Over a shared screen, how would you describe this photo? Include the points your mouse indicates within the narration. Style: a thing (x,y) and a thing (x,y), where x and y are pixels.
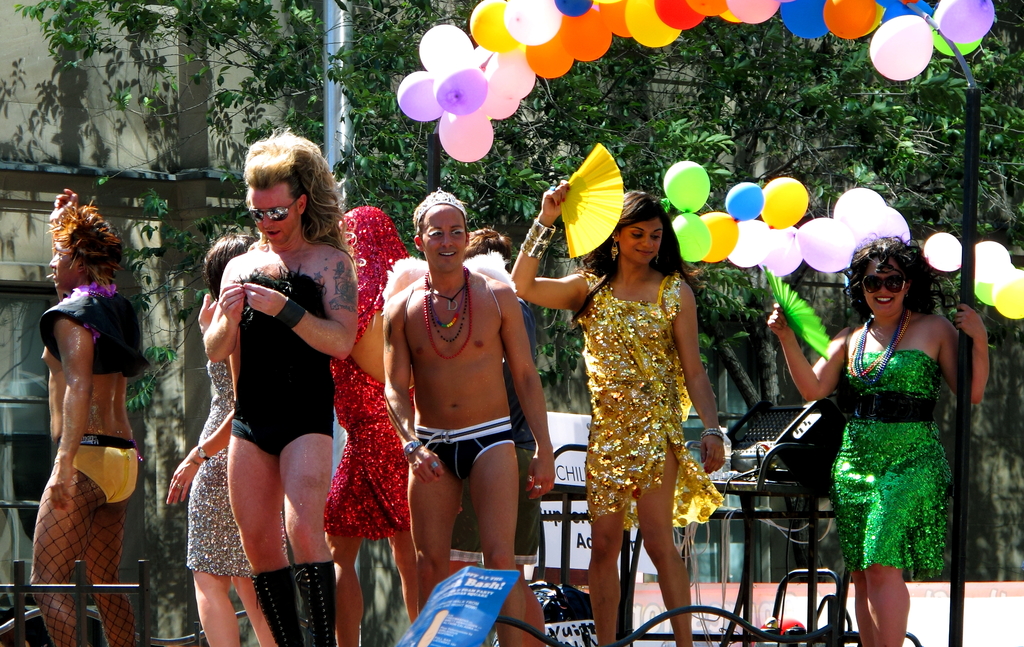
In this image we can see some people (62,486) are standing and wore different types of dresses (864,363). On the top of the image (696,58) we can see the balloons (649,44) and trees (360,66).
